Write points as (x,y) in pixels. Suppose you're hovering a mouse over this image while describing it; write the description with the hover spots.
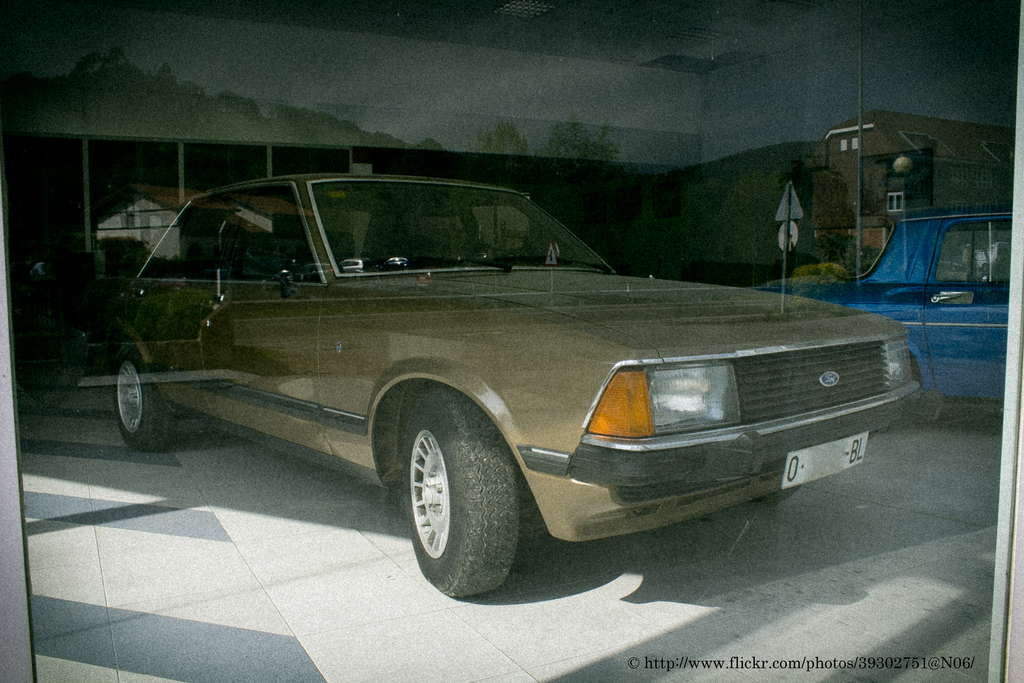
In this image, we can see vehicles (490,514) on the floor (674,540) and in the background (856,245), there are poles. At the bottom (684,659), there is some text (821,666) and at the top (329,68), there is a roof (418,4) and a wall (254,134).
